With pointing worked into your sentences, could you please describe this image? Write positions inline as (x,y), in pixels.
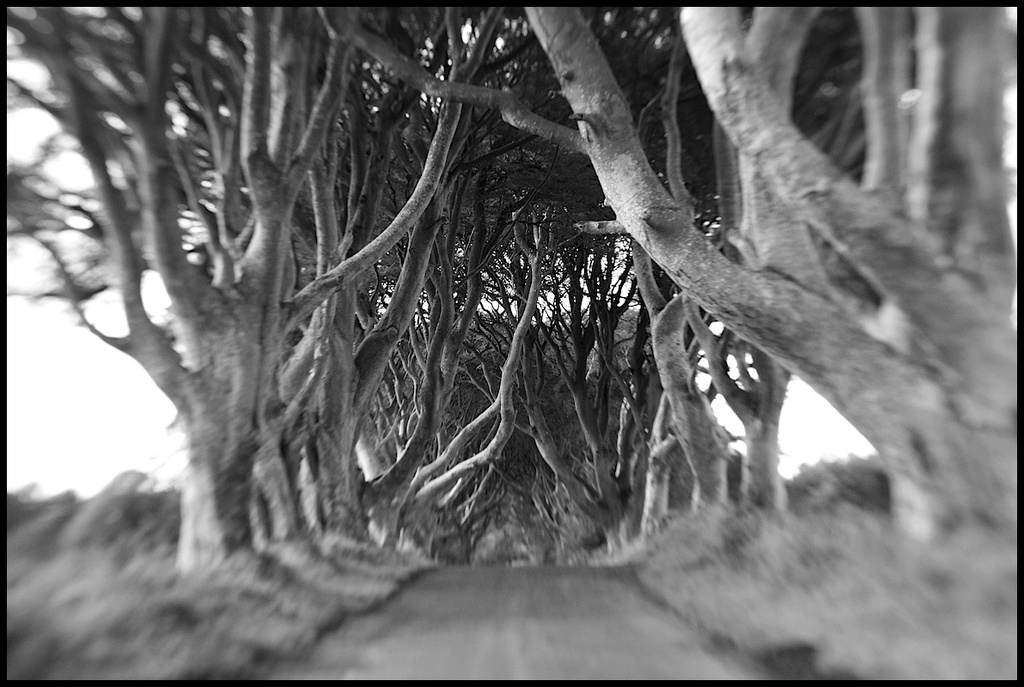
In this image I can see trees (238,271) and the sky (29,411) and the road (467,647).
